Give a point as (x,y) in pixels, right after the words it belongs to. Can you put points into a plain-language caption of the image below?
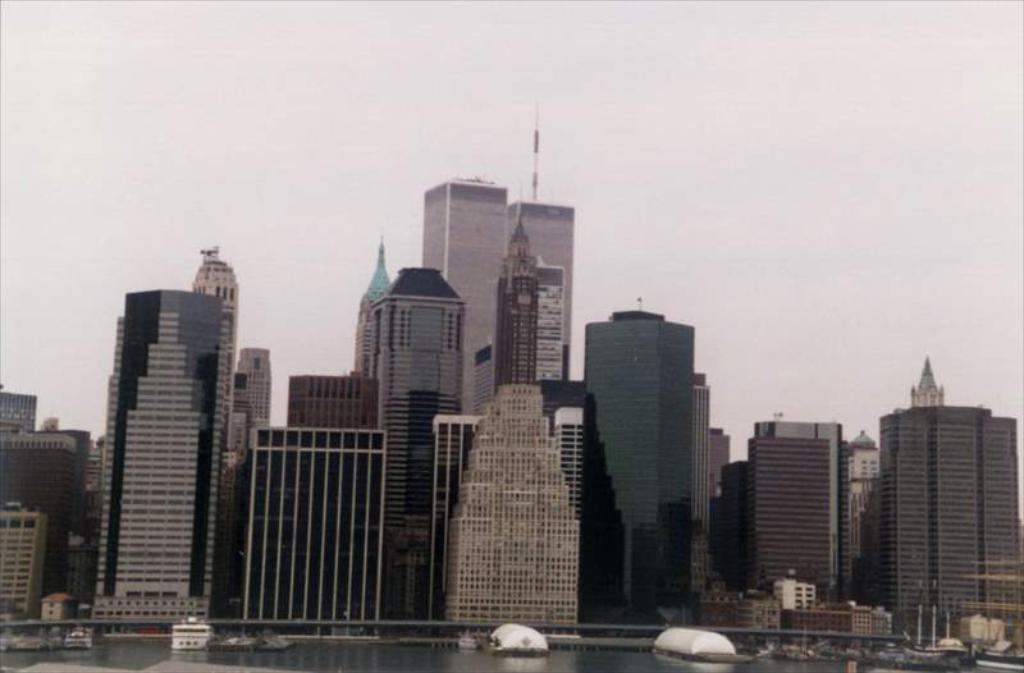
There are many buildings (496,510). Near to the buildings (779,499) there is water (455,649). On the water (604,652) there are boats (228,636). In the background (547,117) there is sky (714,196).
